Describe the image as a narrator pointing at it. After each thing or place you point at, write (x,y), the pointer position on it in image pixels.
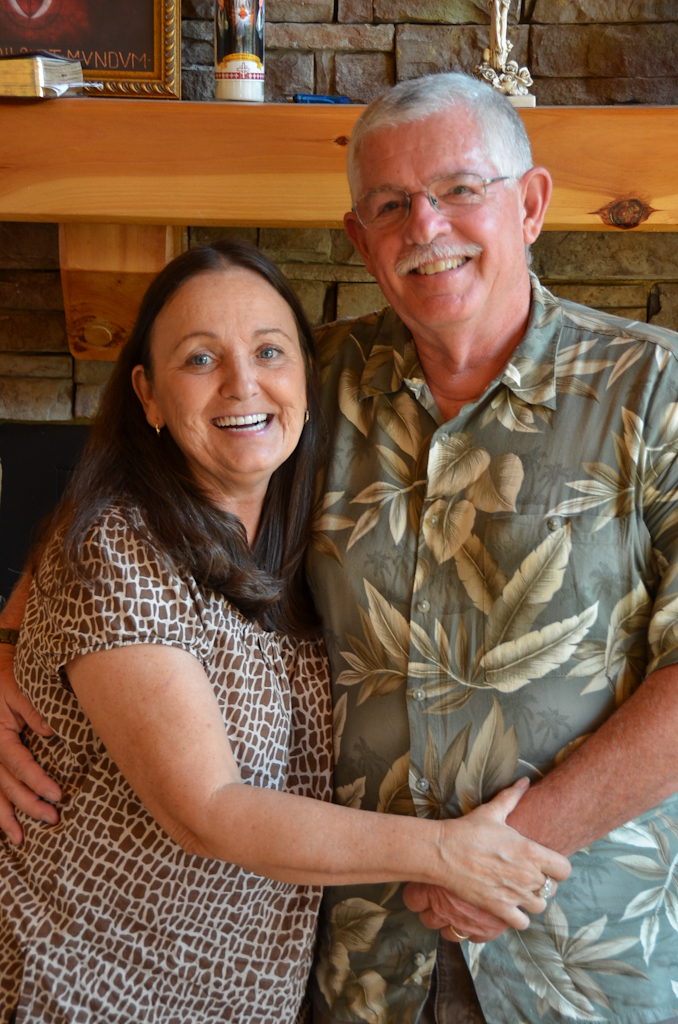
In this picture we can see a man (393,400) and woman (286,388), they both are smiling, behind them we can see a frame (130,94) and few other things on the shelf (204,143).
